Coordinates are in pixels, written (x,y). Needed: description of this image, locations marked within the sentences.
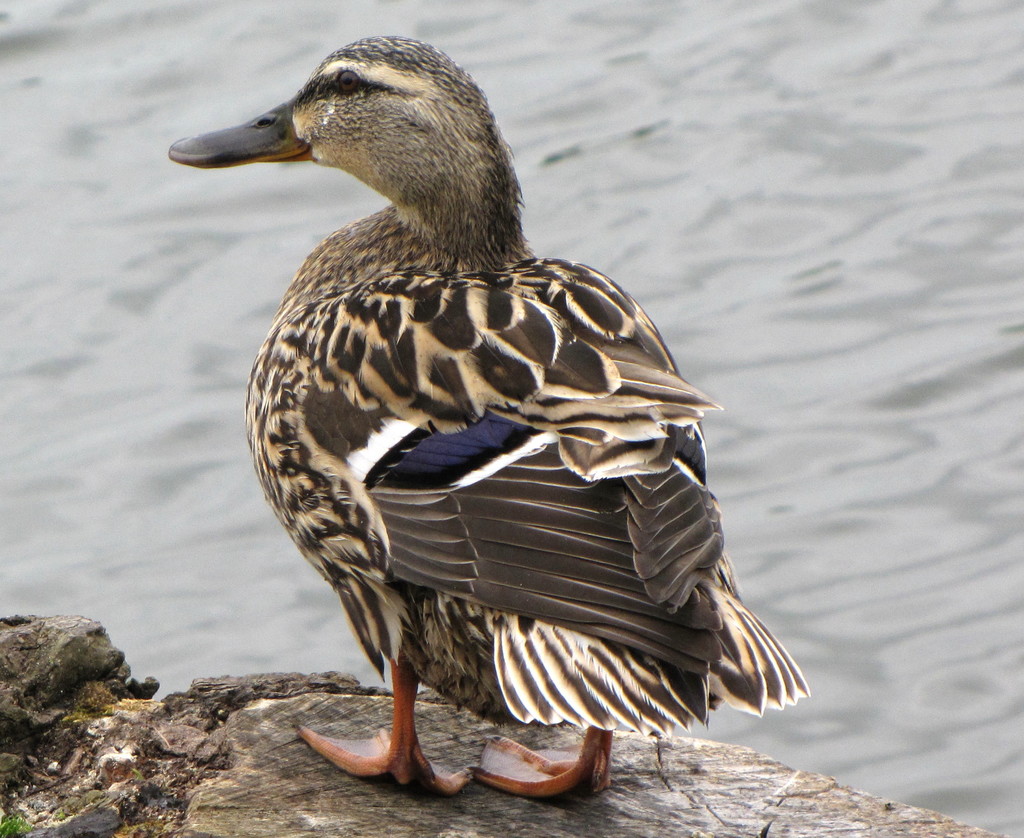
In this image I can see a bird (360,294) and I can see colour of this bird (351,247) is black and brown. I can also see this image is little bit blurry from background (69,47).
